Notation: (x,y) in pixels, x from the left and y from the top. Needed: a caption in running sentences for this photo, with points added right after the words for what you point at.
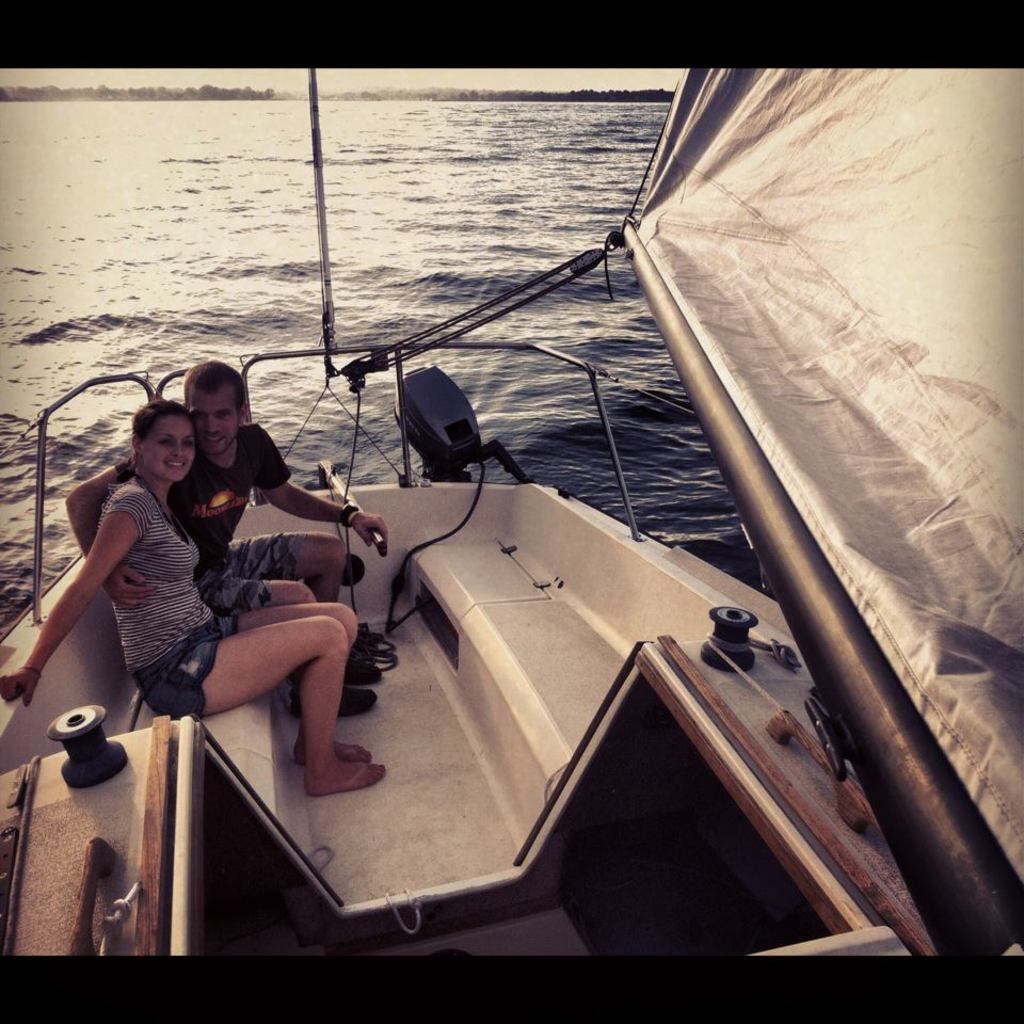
In this image there is a couple (327,671) sitting in a ship (477,611), which is on the river (371,316). In the background (597,88) there are trees (58,88) and the sky (562,88).
